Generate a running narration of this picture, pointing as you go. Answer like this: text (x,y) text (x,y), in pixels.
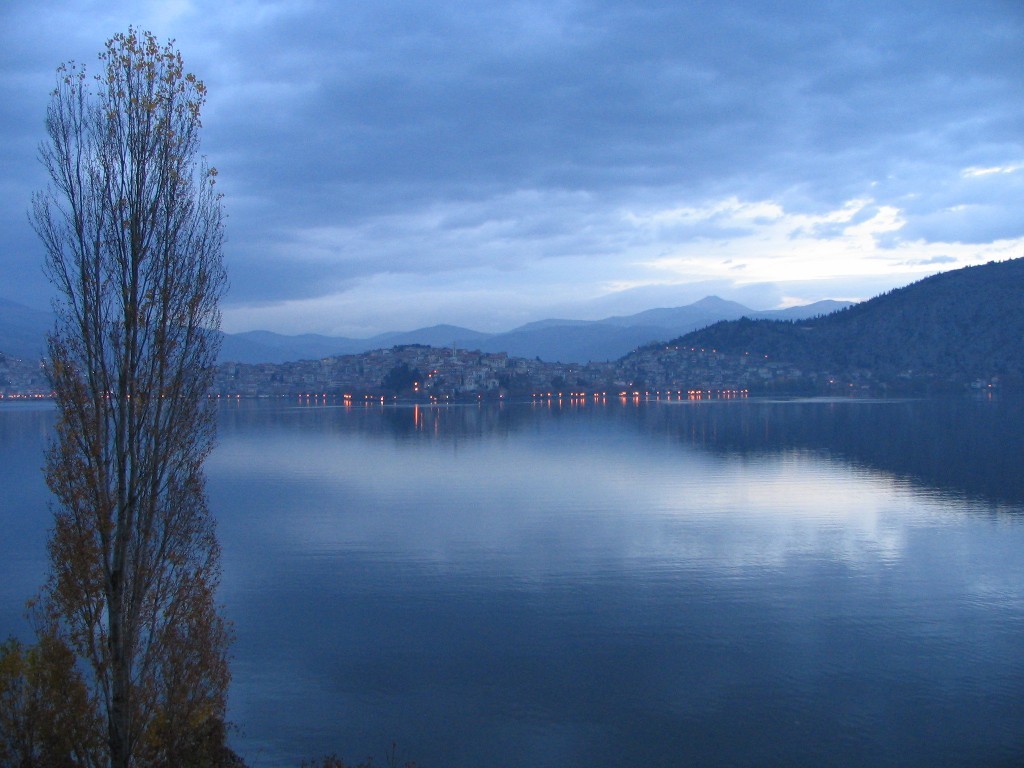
In this image we can see a tree (110,574), here is the water (454,480), here are the mountains (637,360), at above the sky (598,223) is cloudy.
